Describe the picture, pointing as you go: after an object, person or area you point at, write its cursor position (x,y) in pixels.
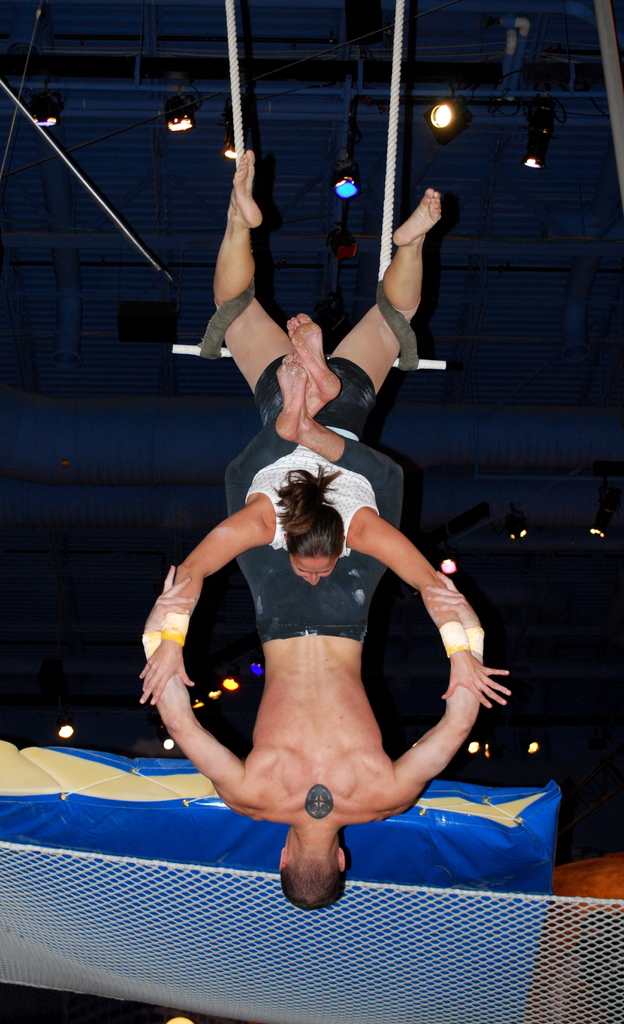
In this image there are two people (292,490) hanging on a rope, at the bottom of the image (237,953) there is a net (479,920) and a blue color object (441,855), there is a ceiling (507,566) with lights (593,533).
